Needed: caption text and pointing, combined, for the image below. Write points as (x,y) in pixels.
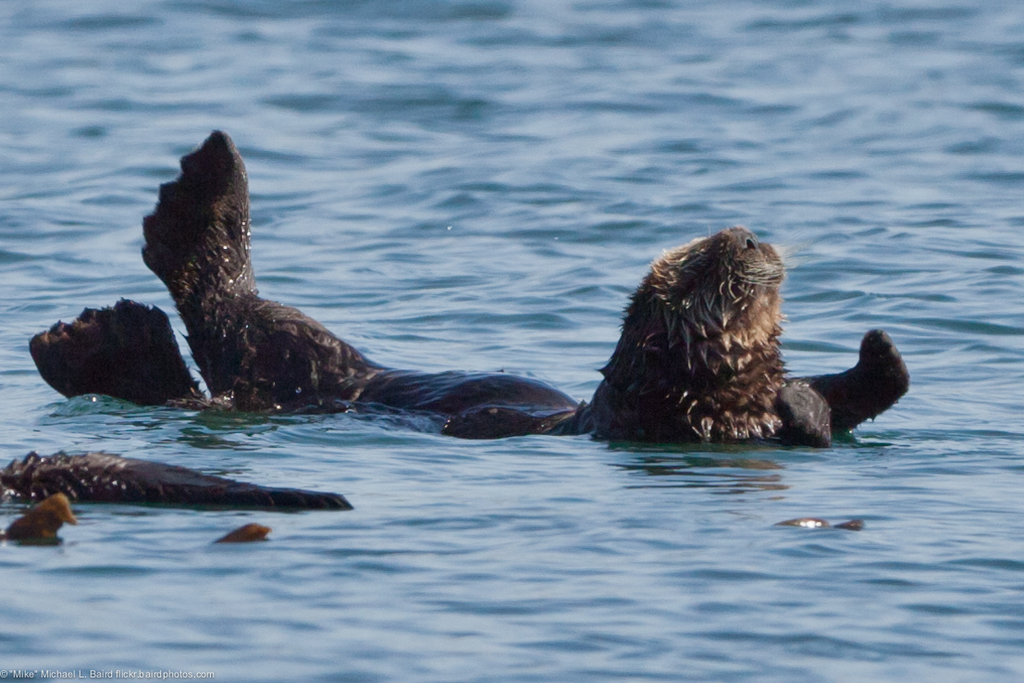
In this image I can see an aquatic animal (257,397) in the water (714,475). The animal (726,324) is in brown color and the water (604,521) is in blue color.
